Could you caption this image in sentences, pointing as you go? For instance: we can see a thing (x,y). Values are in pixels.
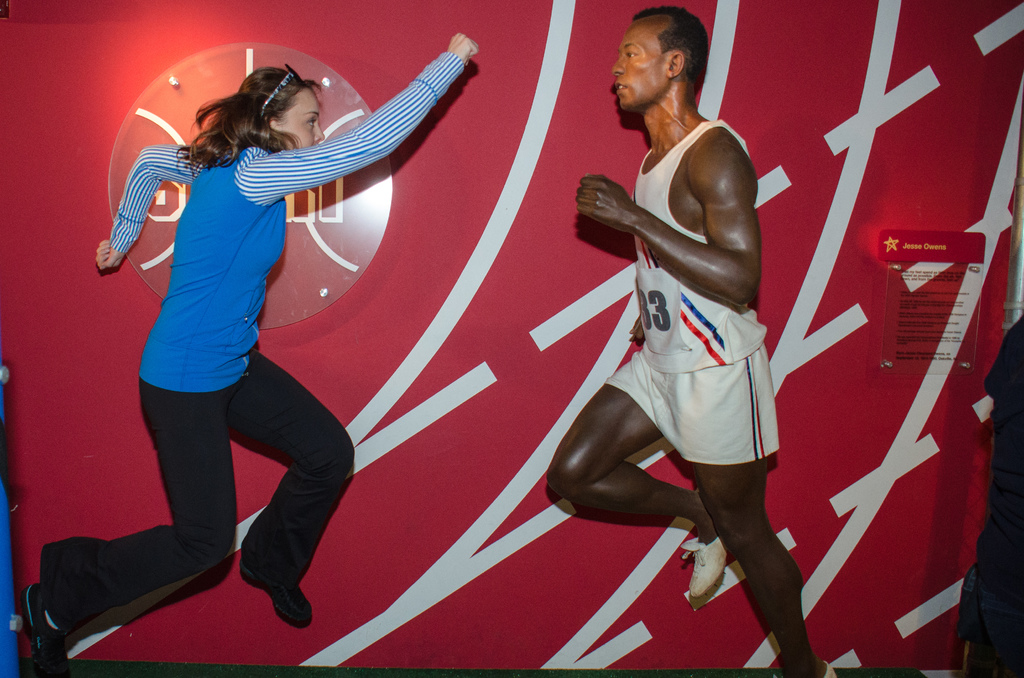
On The right side of the image (702,189) there is a depiction (627,406) of a person (645,206). On the left side of the image (301,493) there is a person (236,252). Behind them there is a wall (456,286) with the glass frames (919,269) on it. On the right side of the image (993,609) there is some object (982,598).
